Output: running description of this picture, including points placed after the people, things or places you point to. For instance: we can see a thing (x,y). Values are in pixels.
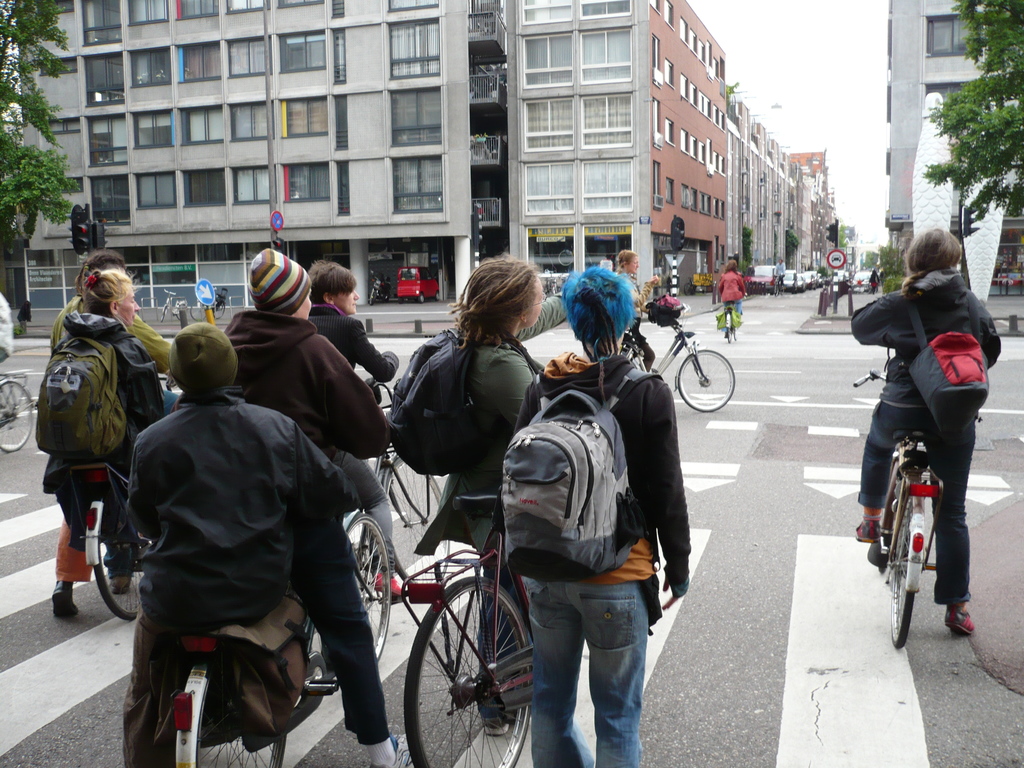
In this image on the right (924,314), there is a woman (920,350), she wears a jacket (907,335), trouser (938,498), shoes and bag (941,397), she is riding bicycle (881,565). In the middle (546,510) there is a woman (492,389), she wears a jacket (497,454), trouser (482,590), shoes (489,722) and bag (446,391), she is riding bicycle (460,645) and there are some people (305,455). At the bottom (733,587) there is road (758,554). In the background (813,258) there are buildings (632,114), trees (2,190), people (729,288), vehicle (770,282), sign boards (211,298), traffic signals (92,229), windows (542,170) and sky (862,237).
